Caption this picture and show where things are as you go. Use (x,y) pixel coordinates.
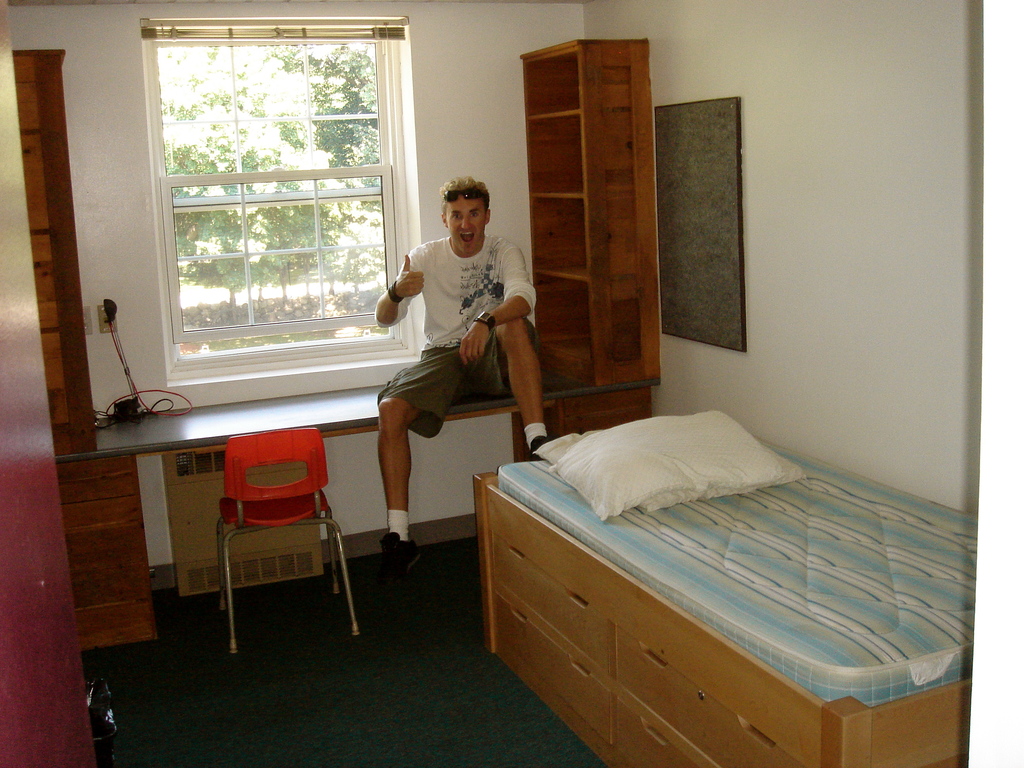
In this image I can see a person (392,428) sitting and the person (399,415) is wearing white and brown color dress (440,379) and I can also see a bed (754,635). Background (377,505) I can see a chair (256,516), few racks (544,270) and I can see a window (257,169), trees (294,126) in green color and the wall (473,86) is in white color.
